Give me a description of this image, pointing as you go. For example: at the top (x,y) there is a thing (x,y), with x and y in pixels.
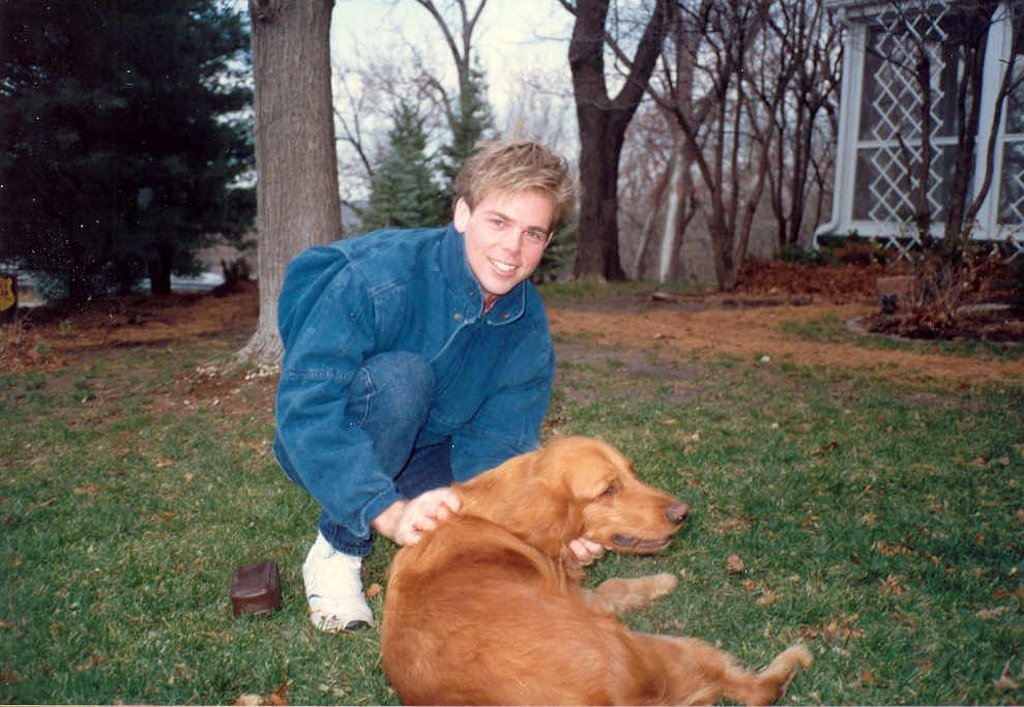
This picture shows a boy (387,342) who is sitting on the grass (189,579). In front of a boy (340,586) there is a dog (539,603). In the background (653,227) there are some trees (176,112) and a wall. sky (434,60) here.
